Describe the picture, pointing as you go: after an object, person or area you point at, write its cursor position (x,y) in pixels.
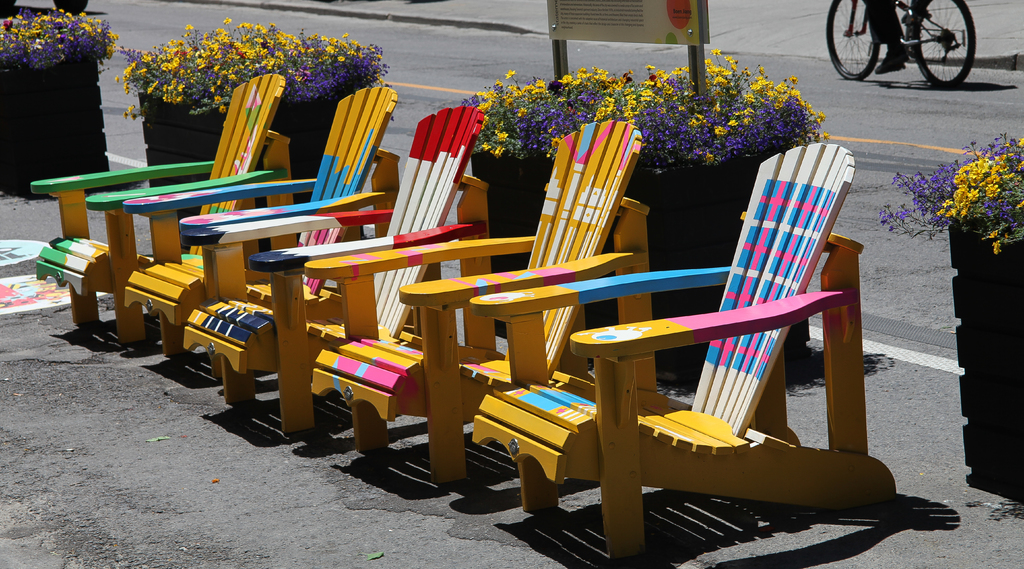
In this image I can see some wooden chairs (432,330) and the flower pots (500,95). There is also a person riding bicycle (849,39) on the road (929,141).
